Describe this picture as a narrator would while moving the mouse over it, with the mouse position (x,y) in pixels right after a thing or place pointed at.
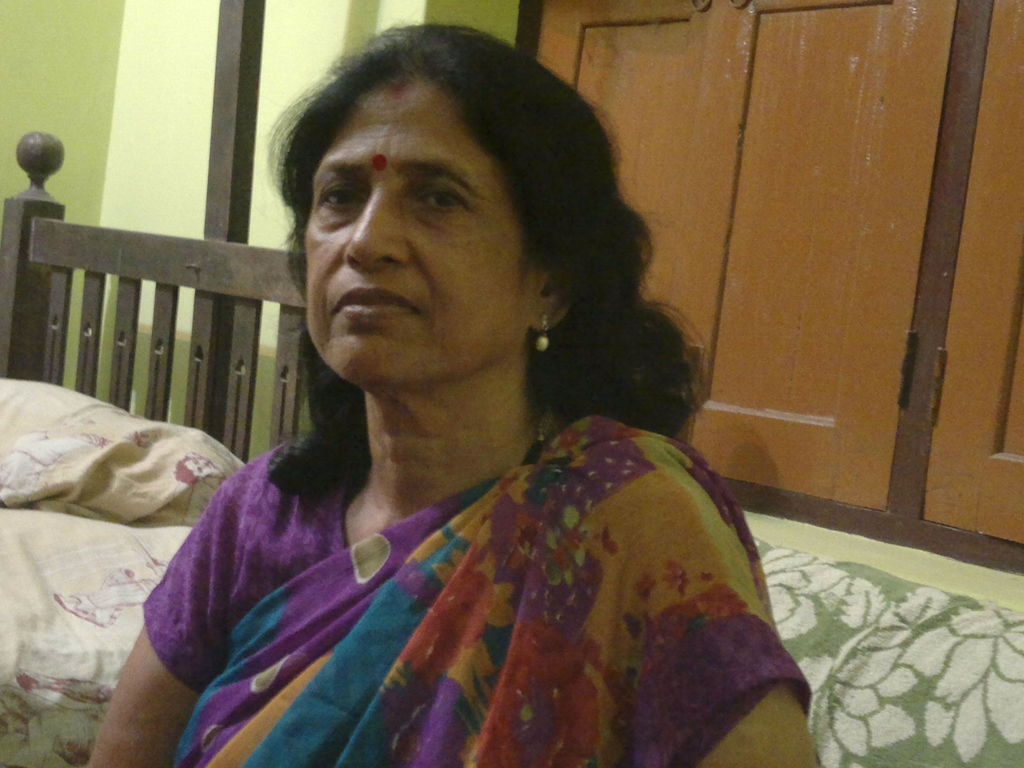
There is a woman (139,764) in the center (673,482) and she is sitting on a bed (855,690).
